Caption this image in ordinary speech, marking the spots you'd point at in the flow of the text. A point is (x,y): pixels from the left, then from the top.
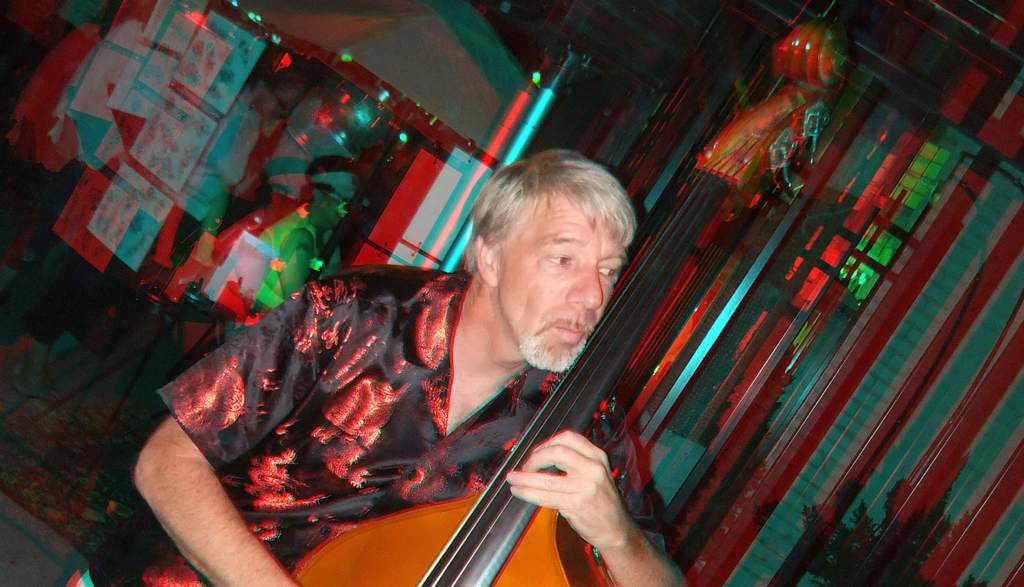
In this image I can see a man (483,388) is holding the musical instrument (526,513). He wore shiny shirt (334,433), on the left side (131,101) there is the glass (345,125) in that there is a reflected image (332,198) of a person (313,224), that person (274,270) wore green color top (278,284). On the right side (815,280) there are windows (845,218) in this image.
